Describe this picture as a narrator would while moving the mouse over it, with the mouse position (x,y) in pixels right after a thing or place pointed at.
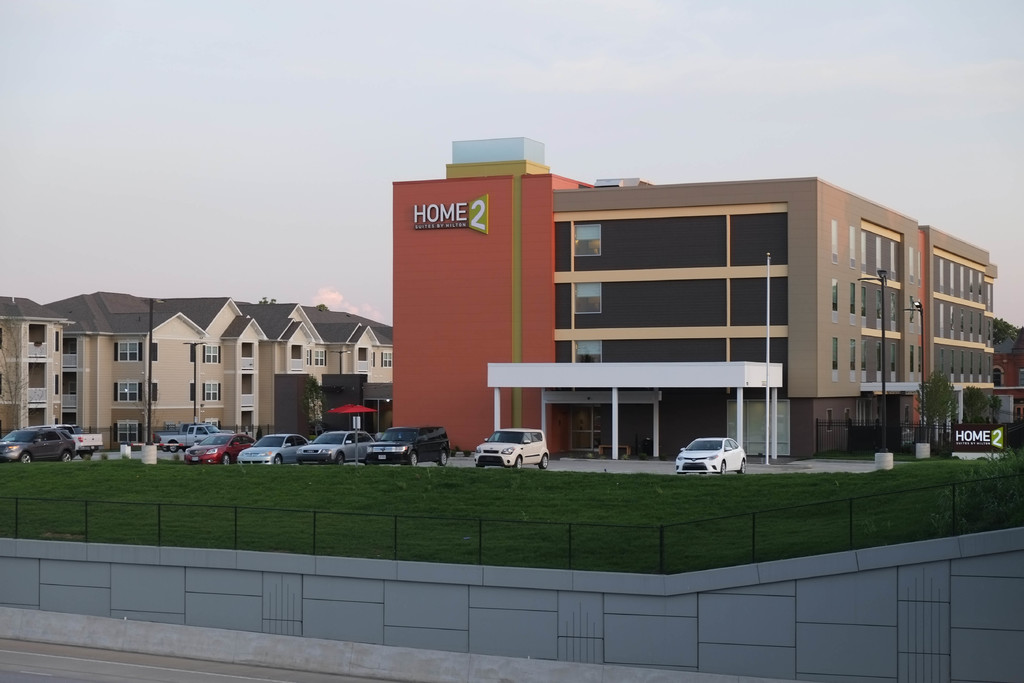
In this image we can see a group of buildings (294,393). In the middle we can see some text (457,221) on the building (469,261). In front of the building (445,265) we can see a group of vehicles (322,443), grass (323,483) and fencing (482,554) on the wall (379,571). On the right side (998,443), we can see a board (987,450) with text (977,436). At the top (324,64) we can see the sky (286,108).
